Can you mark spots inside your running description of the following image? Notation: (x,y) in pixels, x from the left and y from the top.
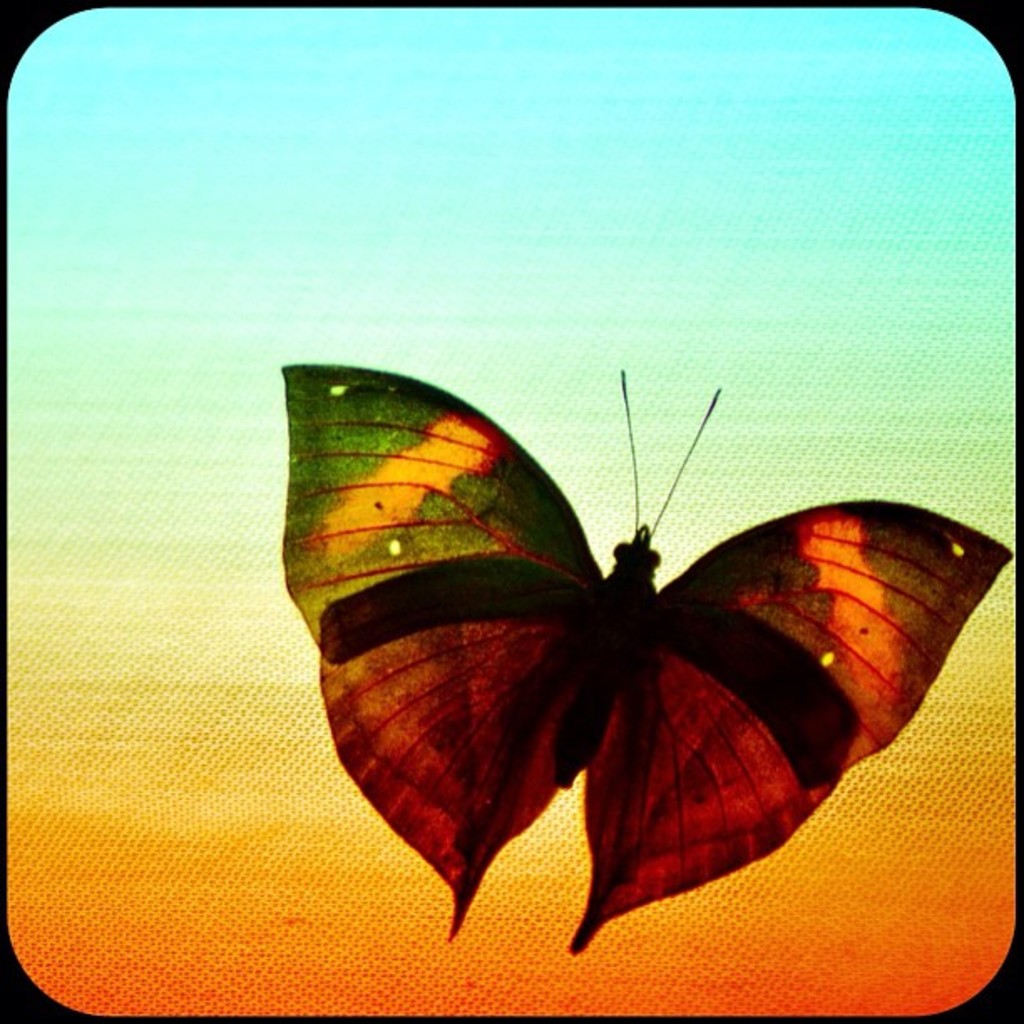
In the image I can see a butterfly (504,652). The butterfly (719,713) is in different colors.
